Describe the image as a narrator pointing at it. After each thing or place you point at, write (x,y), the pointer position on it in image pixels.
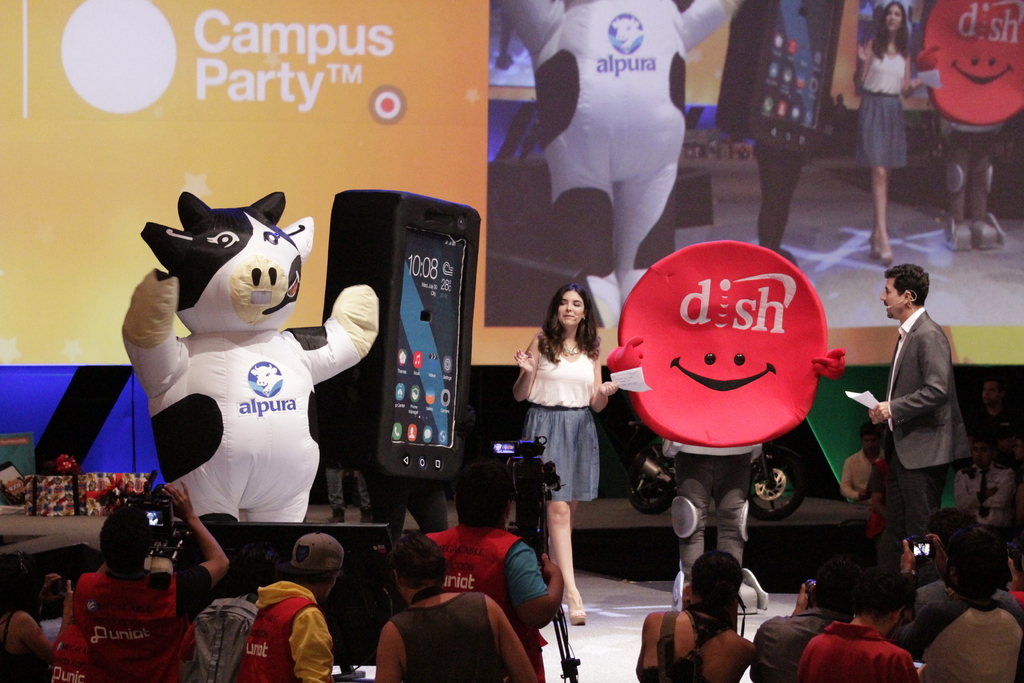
In this image we can see these people (987,630) are standing by holding cameras (165,582) in their hands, here we can see person (241,411) different costume (280,493), a woman (540,410) standing here, a person (940,378) wearing blazer (931,395) is standing here. In the background (999,111), we can see the banner (806,106).
